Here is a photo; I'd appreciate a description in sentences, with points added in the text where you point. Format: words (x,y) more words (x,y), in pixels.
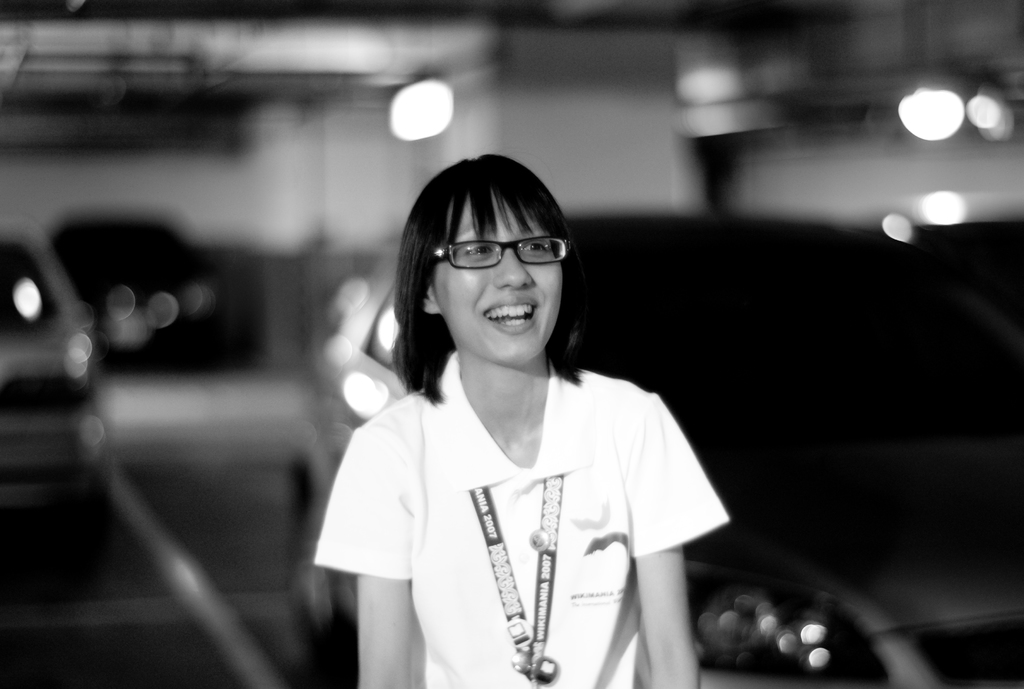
As we can see in the image in the front (431,486) there is a woman (506,481) wearing white color dress (530,479) and spectacles (536,250). There is wall (315,162), lights (412,102) and cars (119,309). The background (269,61) is little blurred.
